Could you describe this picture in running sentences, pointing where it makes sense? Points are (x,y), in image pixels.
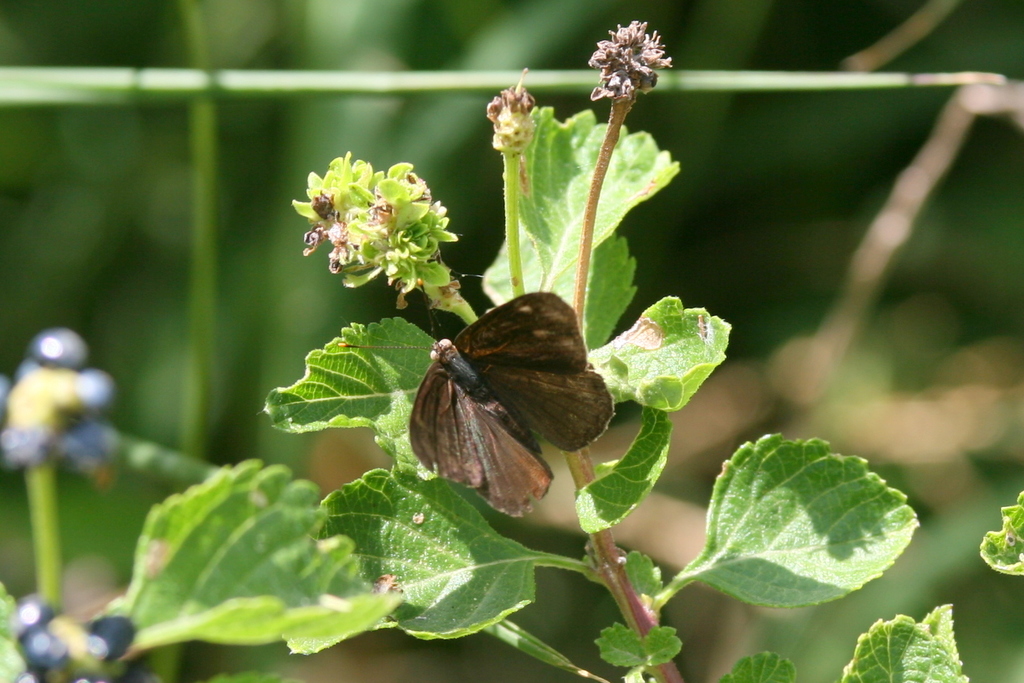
In the center of the image (545,340) we can see a butterfly (496,470) is present on the plant (669,309) and also we can see flowers (389,225), bud (403,230) are there. In the background (317,473) the image is blur.
